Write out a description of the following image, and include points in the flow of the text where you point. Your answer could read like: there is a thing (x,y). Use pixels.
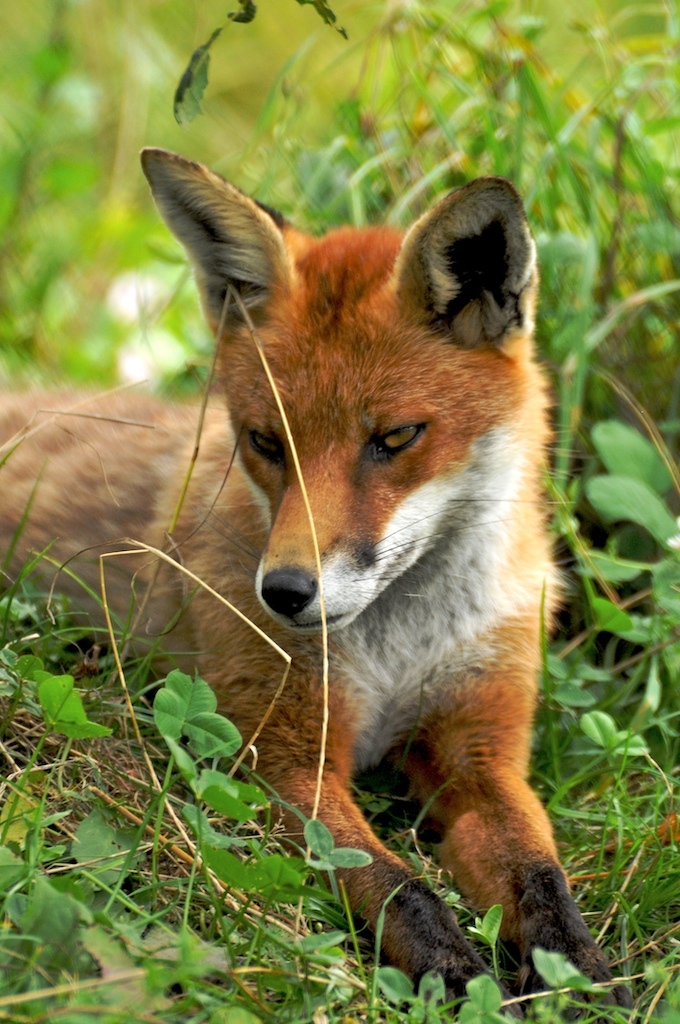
In this image we can see a fox (350,826) on the ground (378,777). We can also see some plants (410,811) and grass (410,811).
